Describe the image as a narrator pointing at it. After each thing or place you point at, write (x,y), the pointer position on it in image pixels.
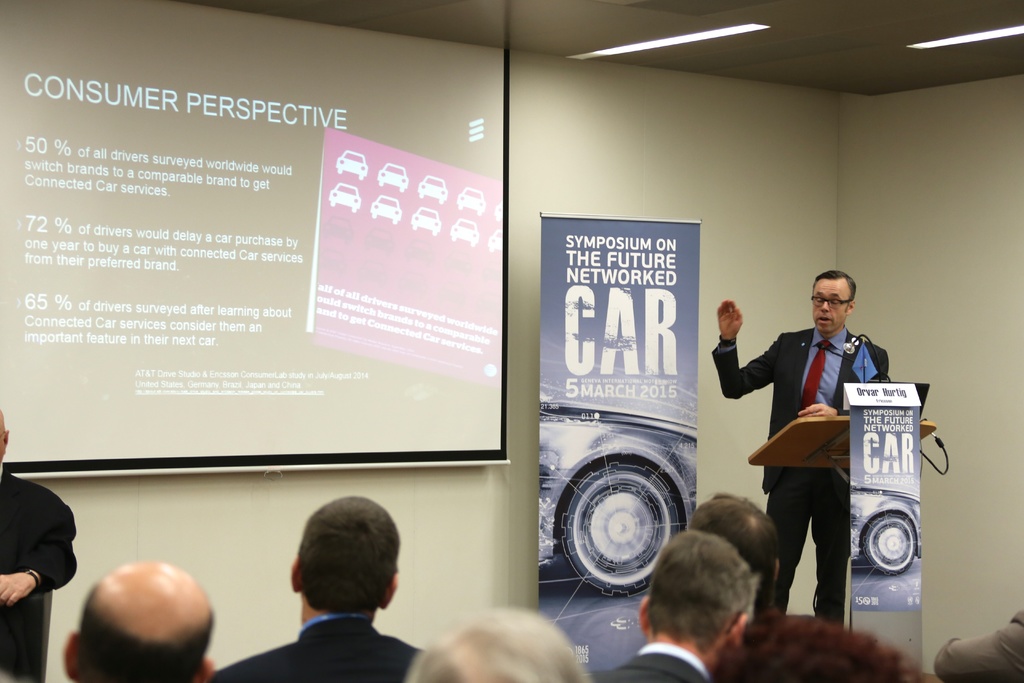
In this image I can see a person (814,370) wearing, shirt (834,380), tie (817,364), blazer (800,380) and pant (801,508) is standing in front of the podium (883,464) and I can see a microphone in front of him. I can see few other persons (758,573) and few banners (683,406). In the background (768,217) I can see the wall (791,177), the ceiling (815,43), few lights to the ceiling (896,24) and the projection screen (251,220).
